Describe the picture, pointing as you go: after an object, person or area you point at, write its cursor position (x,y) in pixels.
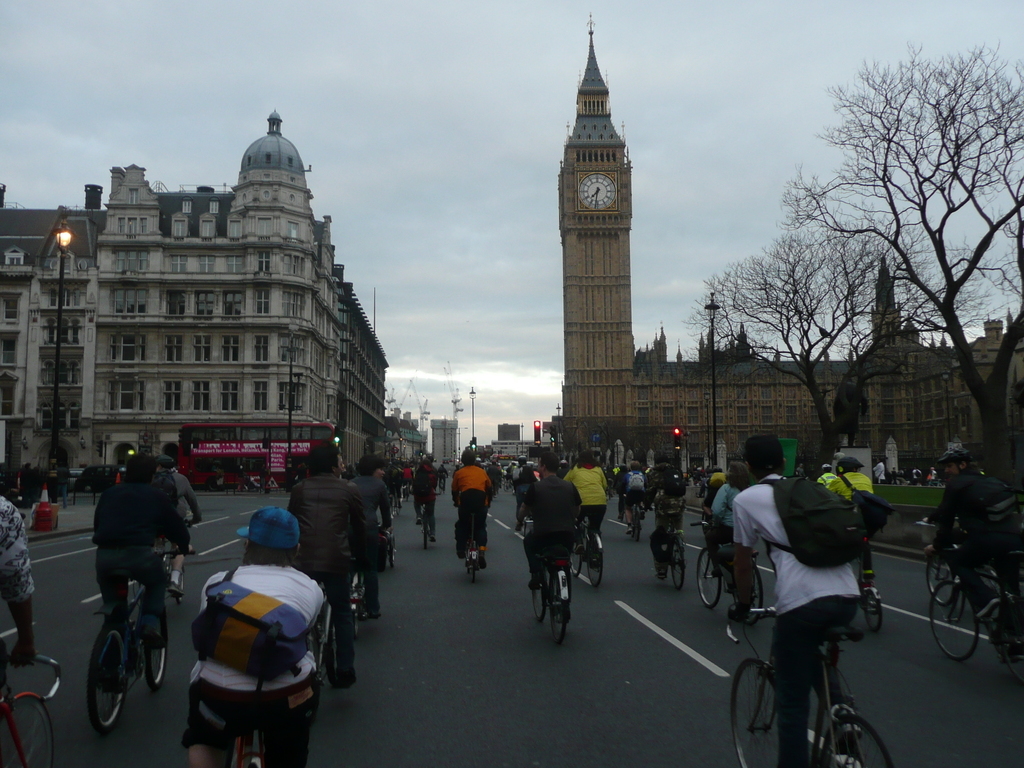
In this image we can see persons (823,591) riding bicycles (352,607) on the road (424,613). In addition to this we can see street poles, street lights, buildings (110,359), clock tower (608,352), trees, motor vehicles (301,430) and sky (366,187) with clouds (449,281).
